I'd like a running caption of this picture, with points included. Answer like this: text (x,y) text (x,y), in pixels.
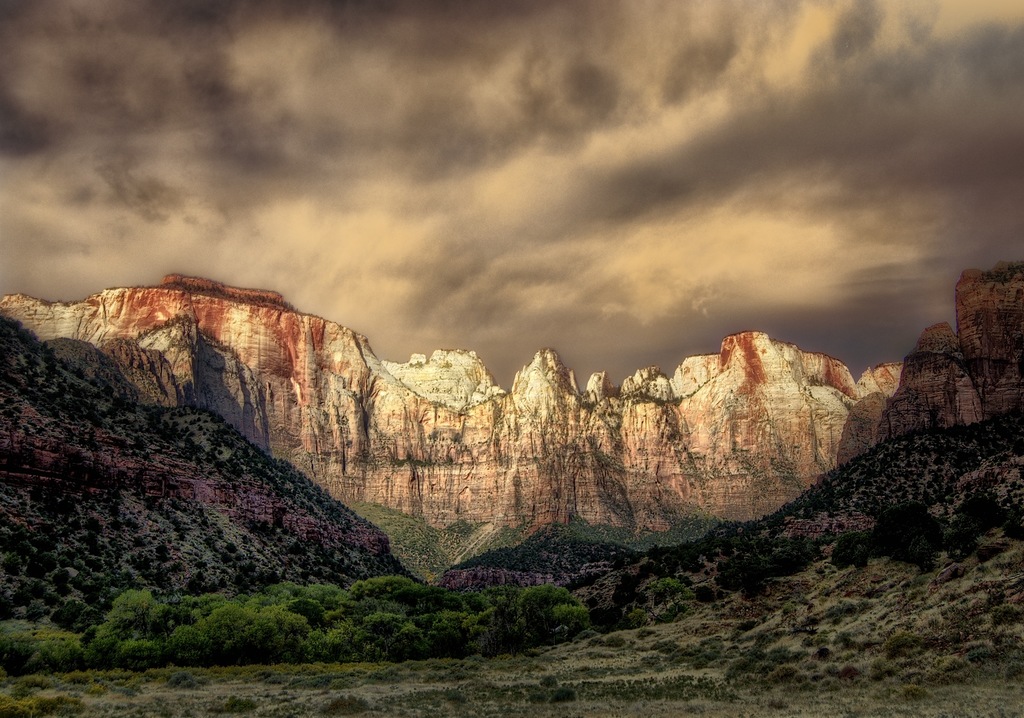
In this image there are trees (344,658), mountains (221,515) and the sky (643,155).
